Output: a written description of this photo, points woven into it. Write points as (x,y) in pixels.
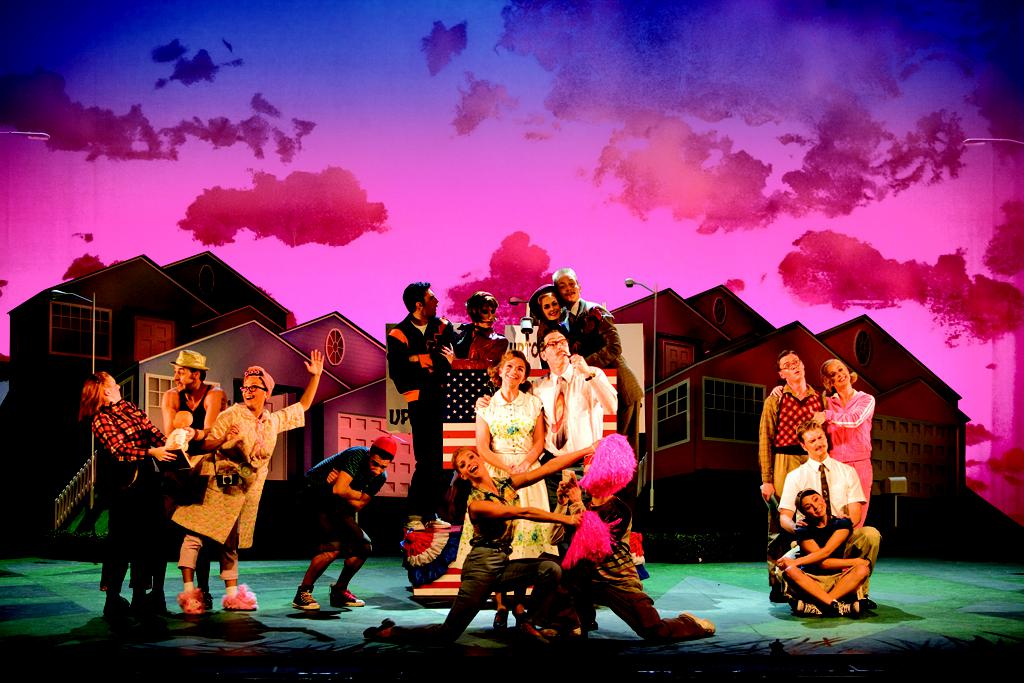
In this image there are group of people (572,473). There is a scenery (767,379) in the background (898,485). There is a green color carpet (14,599).
